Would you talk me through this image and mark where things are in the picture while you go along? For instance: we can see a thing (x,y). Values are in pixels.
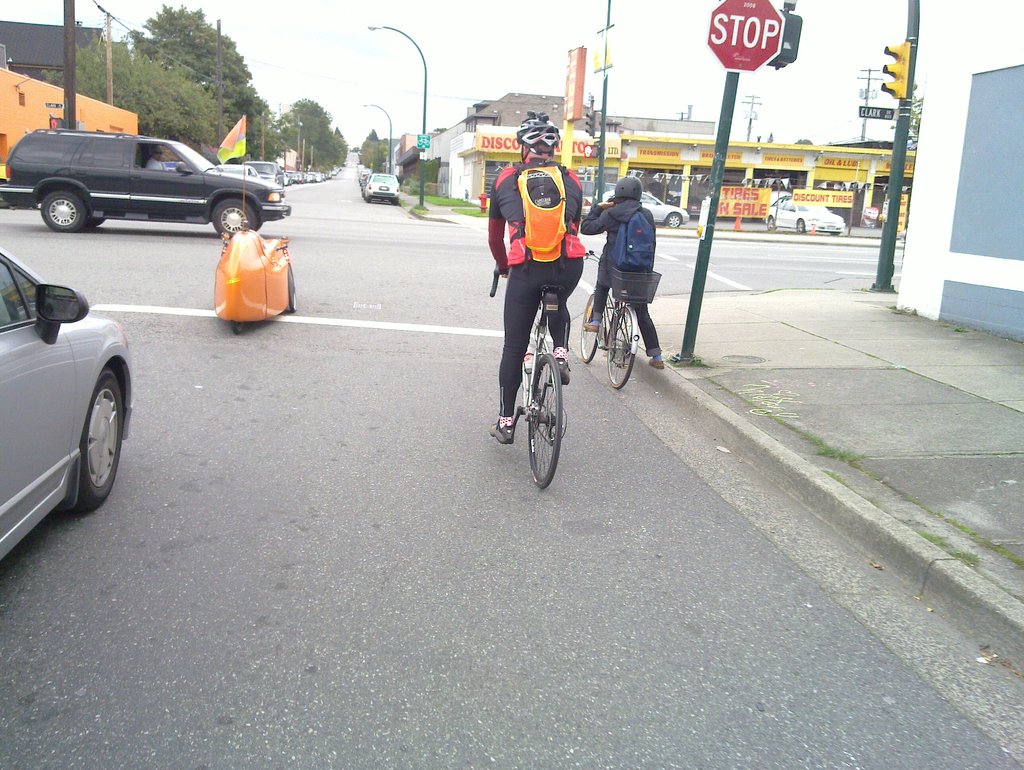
In this picture we can see two people (609,261) on the bicycles (624,330). We can see a flag (232,156), pole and an orange object (236,254) on the road (284,320). There is some text (840,195) visible on a building (875,171) on the right side (731,194). We can see a STOP sign board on a pole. There is a traffic signal (906,65) on a pole (881,243). We can see a few vehicles (19,146), street lights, trees (100,59) and buildings (10,122) are visible in the background (187,143).
